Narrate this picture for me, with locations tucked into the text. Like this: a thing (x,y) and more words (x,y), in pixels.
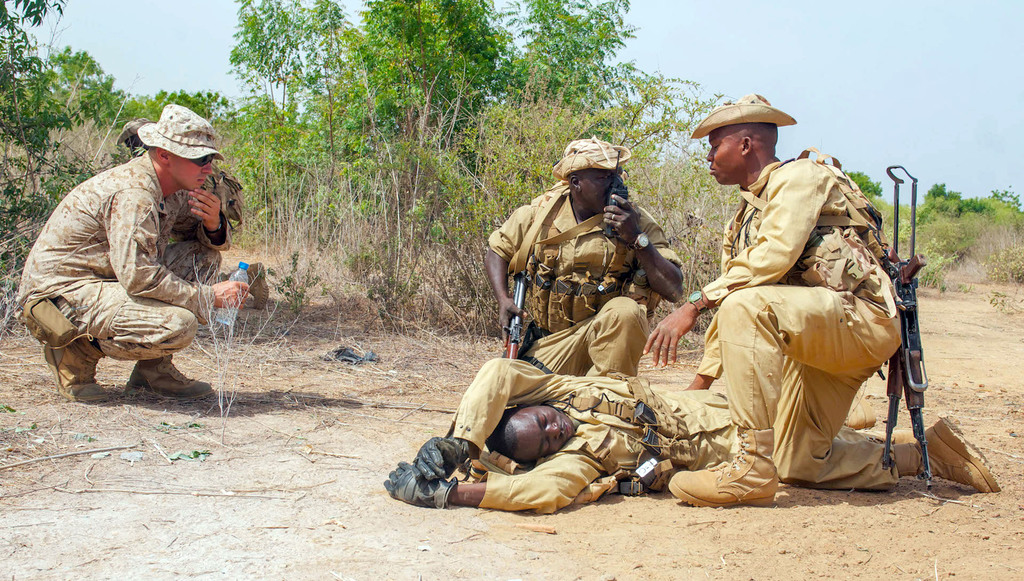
In this picture I can observe five members (104,212). Four of them are wearing hats (598,152) on their heads (740,173). Two of them are holding guns (898,360). In the background (291,148) there are some plants (427,202). I can observe a sky (771,57).
